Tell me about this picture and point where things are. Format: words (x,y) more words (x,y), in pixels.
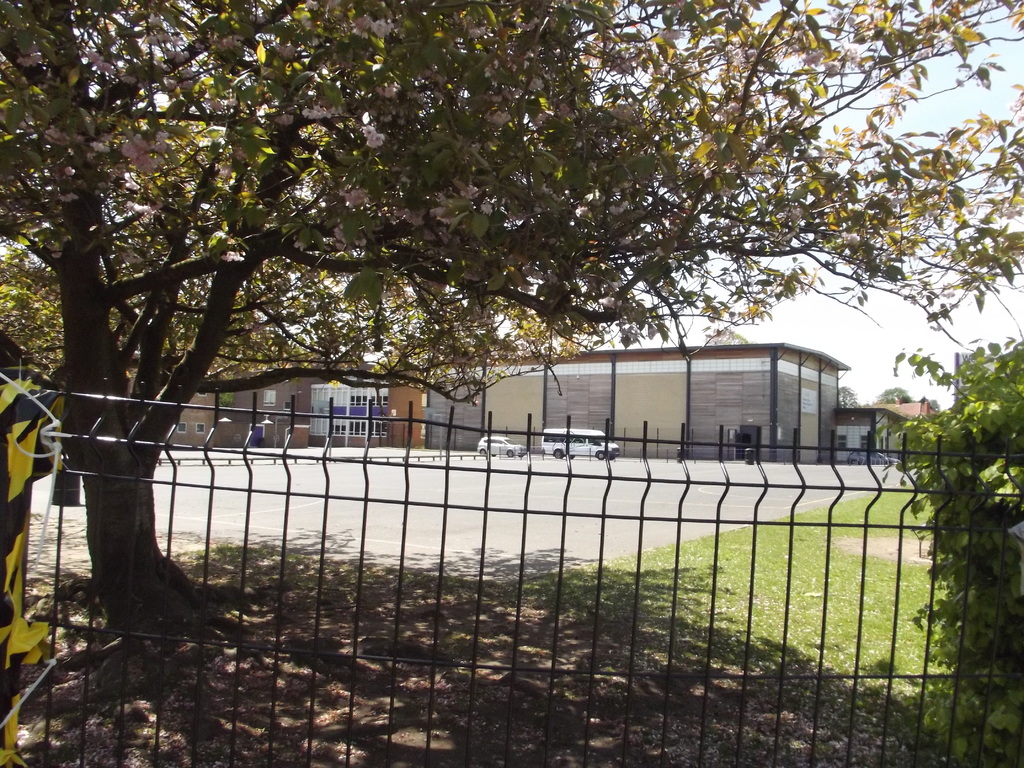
In this image I can see trees (301,295) in green color, railing (180,410). Background (614,425) I can see few vehicles (580,432) on the road (730,502) and a building (720,393) in cream color, and the sky (841,313) is in white color.
